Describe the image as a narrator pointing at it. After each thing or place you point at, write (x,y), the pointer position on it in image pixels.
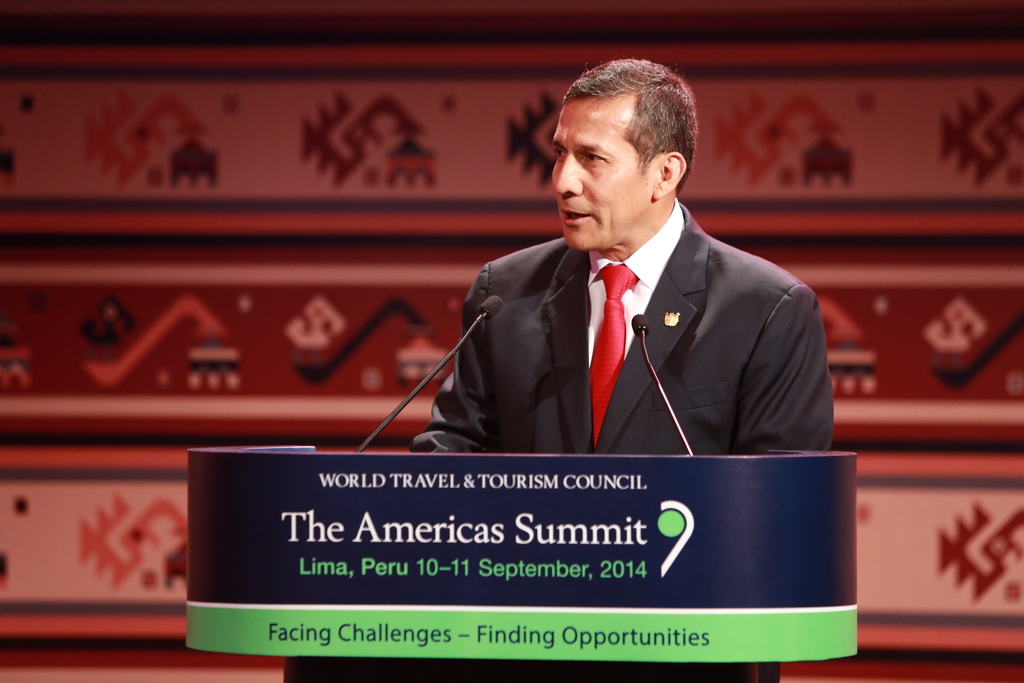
In this image I can see a man (579,390) is standing in front of a podium (505,520). On the podium (522,497) I can see microphones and something written on it.
